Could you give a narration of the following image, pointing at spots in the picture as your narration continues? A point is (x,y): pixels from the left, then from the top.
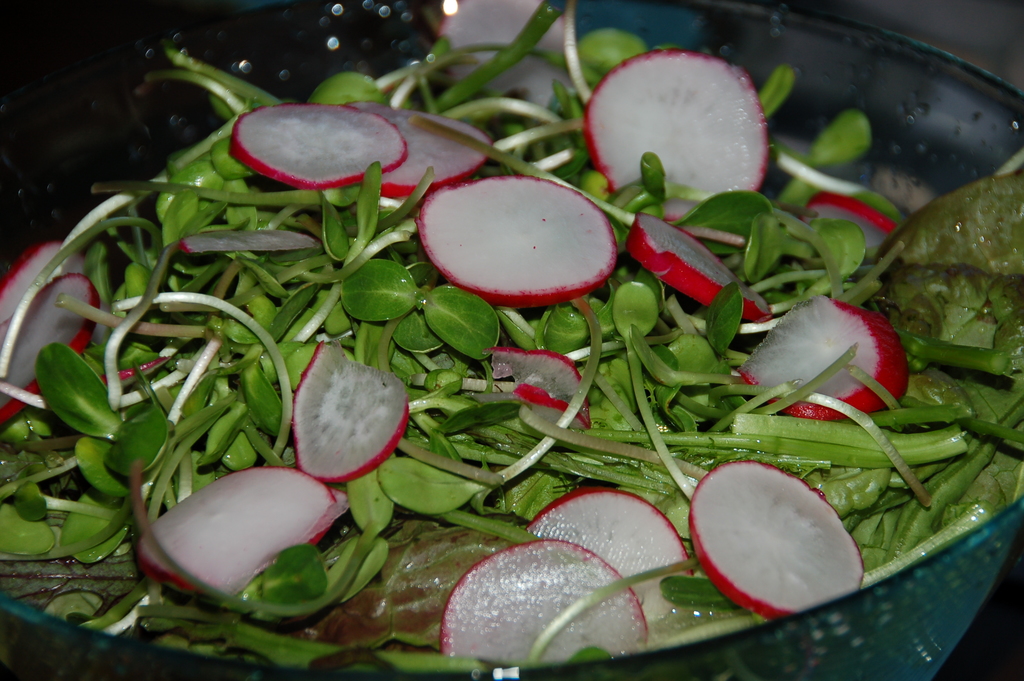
In this picture we can see slices of radish (649,267) and leafy vegetable (181,51) in a bowl (214,22). In the background of the image (186,7) it is dark.
